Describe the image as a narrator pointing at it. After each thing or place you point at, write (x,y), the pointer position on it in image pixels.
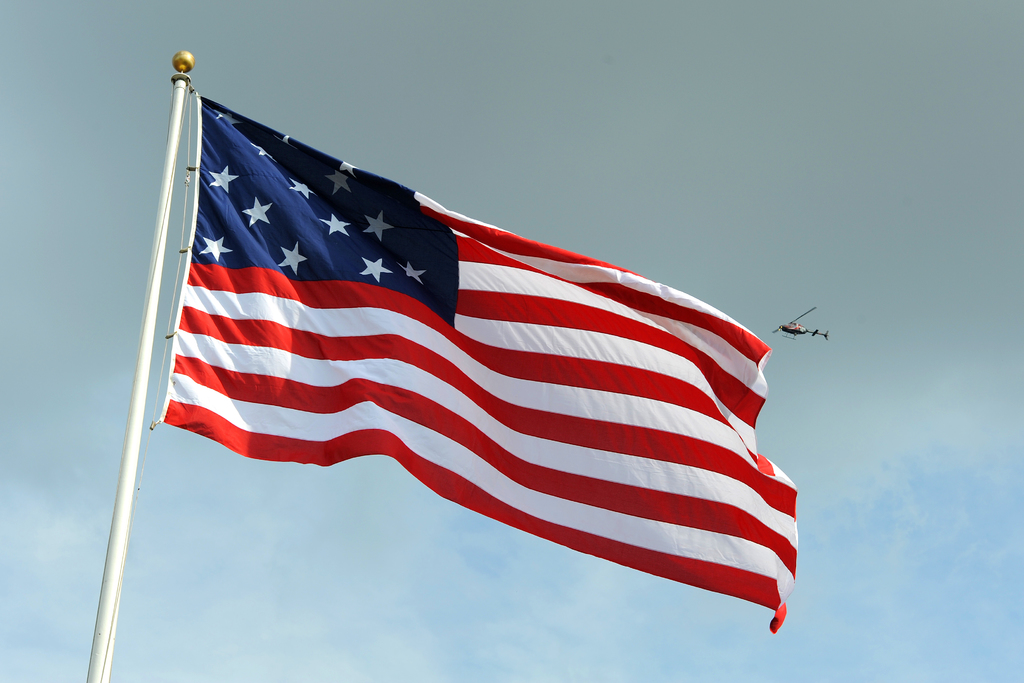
In this picture we can see a flag (660,495) and we can see a helicopter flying and we can see sky (811,498) in the background (825,520).
